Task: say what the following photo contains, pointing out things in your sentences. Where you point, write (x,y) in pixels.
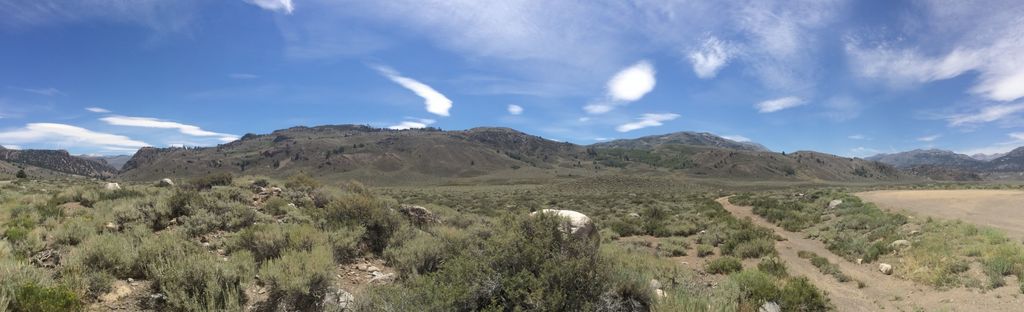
In this image we can see some plants (410,199), mountains (448,174), rocks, also we can see the sky (491,74).
